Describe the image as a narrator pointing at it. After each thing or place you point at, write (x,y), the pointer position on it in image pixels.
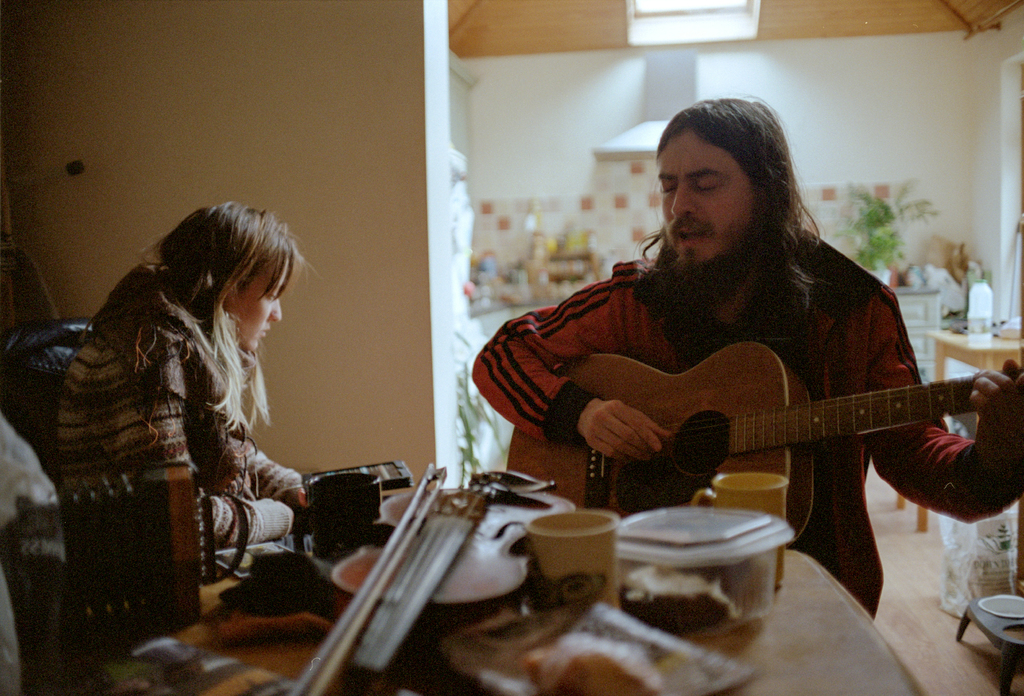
Here we can see a woman (174,348) and a man (897,328). He is playing guitar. This is table (832,653). On the table (844,645) there are cups (548,567), boxes (651,576), and bowls (505,535). On the background (889,122) there is a wall (885,140) and this is plant (890,230).
